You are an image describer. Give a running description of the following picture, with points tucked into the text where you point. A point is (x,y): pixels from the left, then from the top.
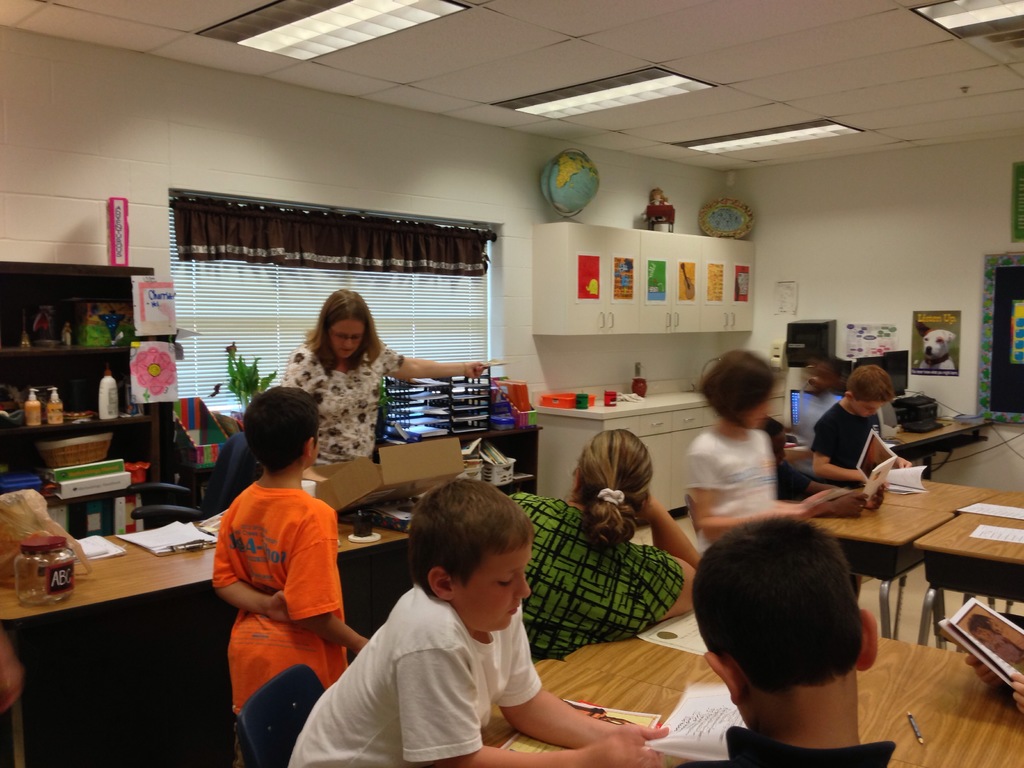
In this picture we can see a group of people (378,672) on the floor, here we can see table (193,669), papers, pencil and in the background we can see a wall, window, posters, shelves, lights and some objects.
